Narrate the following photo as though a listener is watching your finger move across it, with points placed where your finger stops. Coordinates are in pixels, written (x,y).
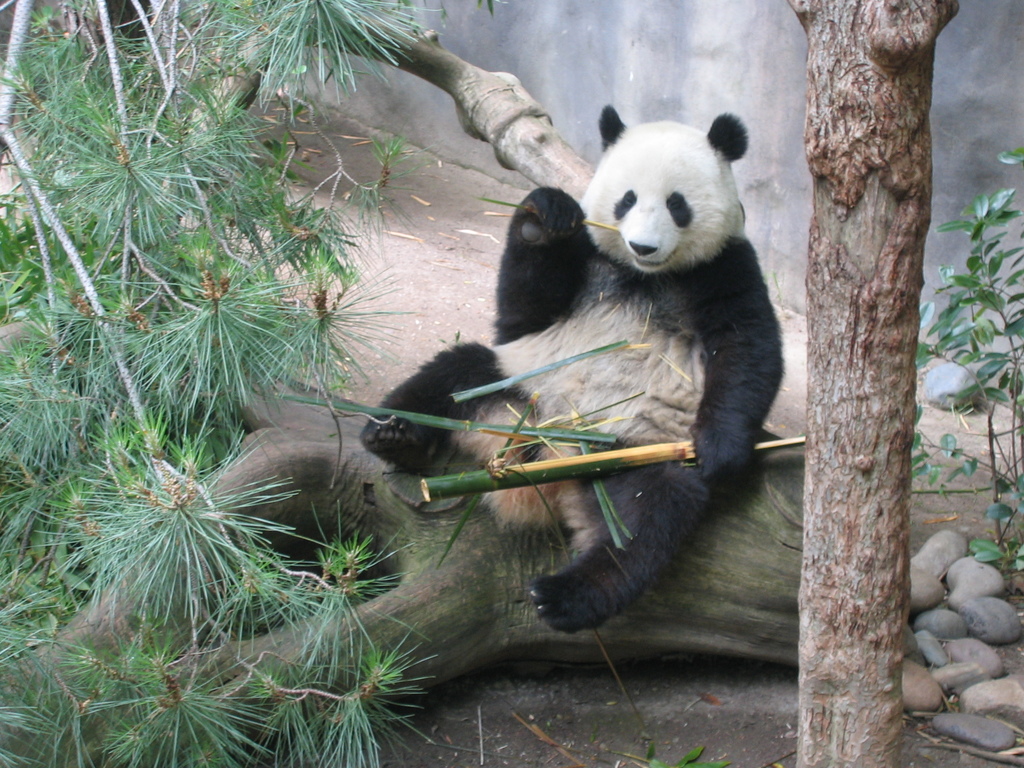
In this image I can see a panda (705,480) is sitting on the bark (714,529) of a tree (449,521). On the left side (113,231) there are trees (214,346), on the right side (925,641) there are stones (925,677).
